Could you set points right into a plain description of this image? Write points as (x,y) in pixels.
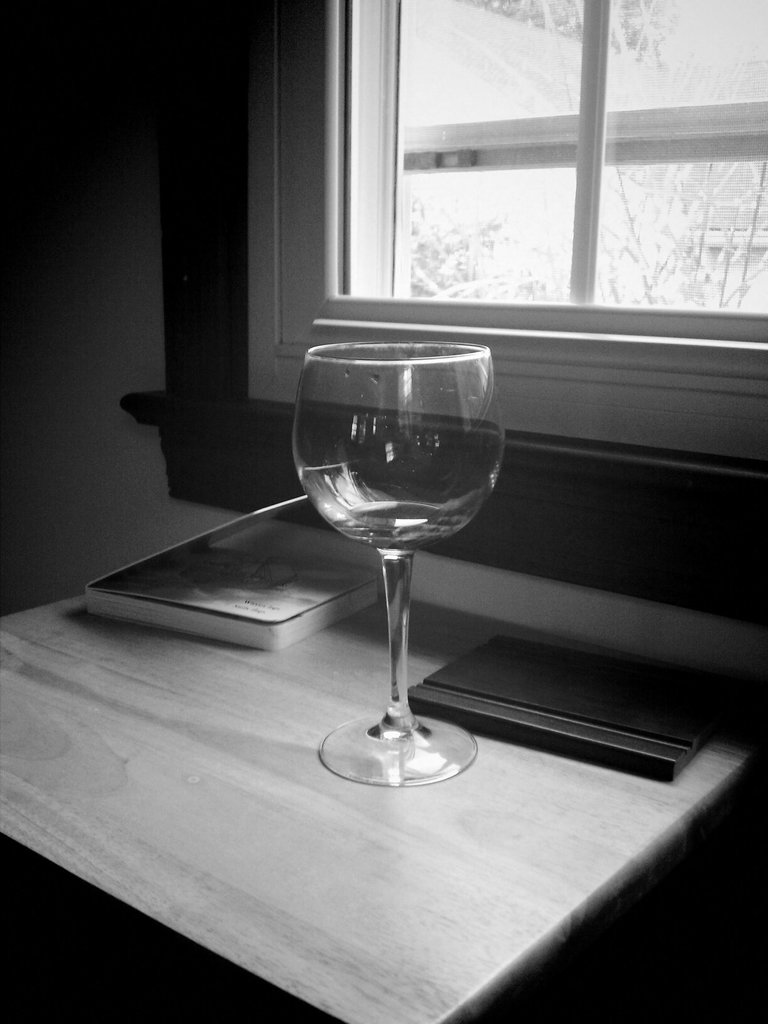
In this picture we can see a table (326,895) which consists of empty glass (386,573) and two book (317,598) and also we can see a window (558,197).
